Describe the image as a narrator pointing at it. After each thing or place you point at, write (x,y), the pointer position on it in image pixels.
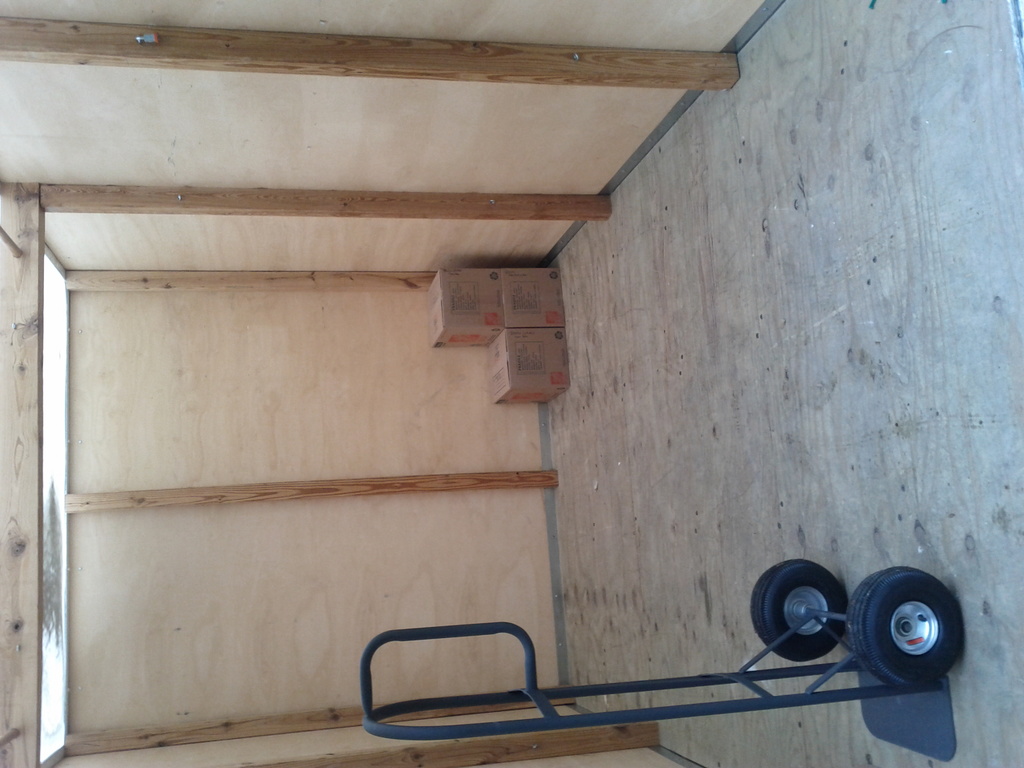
We can see cart (932,677) on the floor (688,302). Background (407,300) we can see cardboard boxes (440,329) and wooden wall (216,463).
